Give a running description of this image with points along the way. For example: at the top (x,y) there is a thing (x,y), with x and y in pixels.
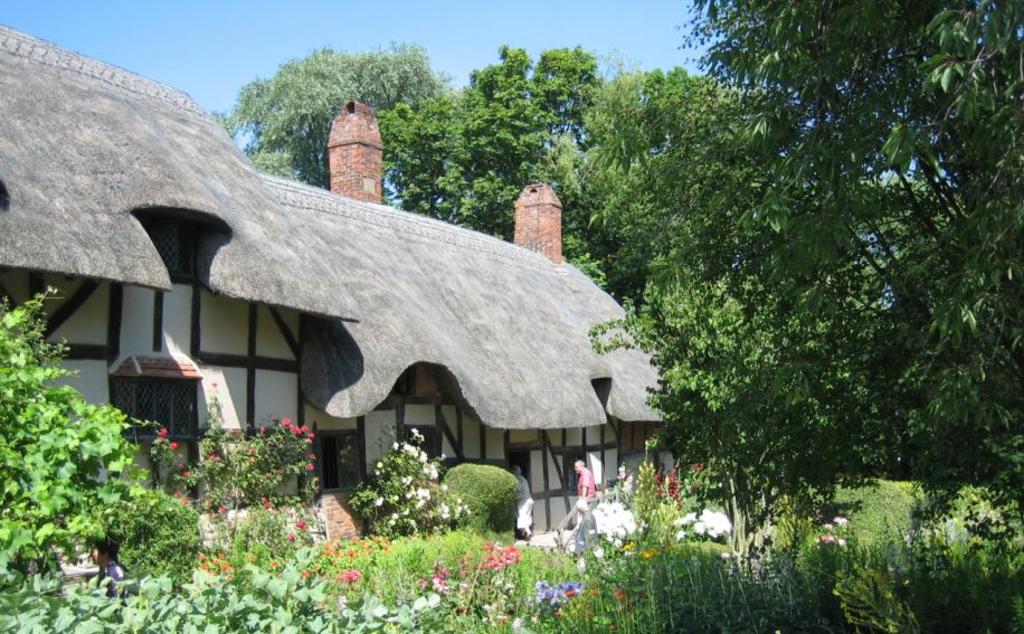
In the image we can see there are flowers (604,522) on the plants (847,603) and there are plant bushes (487,493). There are people (584,476) standing and behind there are lot of trees (669,235). The sky (244,40) is clear.
